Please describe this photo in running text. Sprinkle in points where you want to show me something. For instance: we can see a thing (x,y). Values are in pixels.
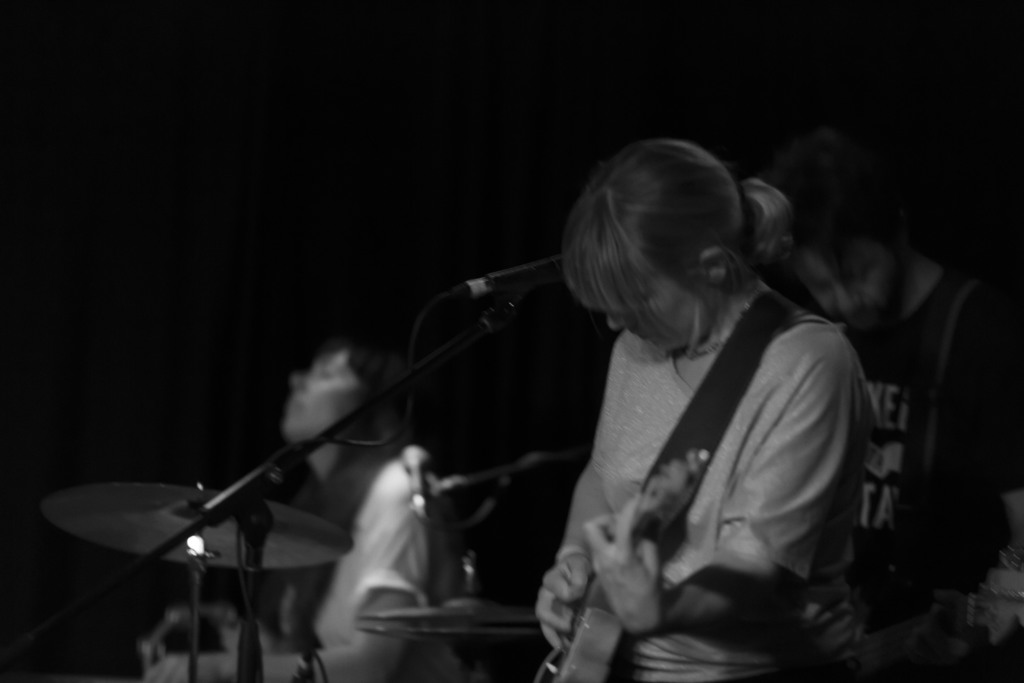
In this image we can see a black and white image of three persons (718,471) playing musical instruments (681,496), there is a mic (521,267) beside the person (378,375) and a dark background (976,162).
